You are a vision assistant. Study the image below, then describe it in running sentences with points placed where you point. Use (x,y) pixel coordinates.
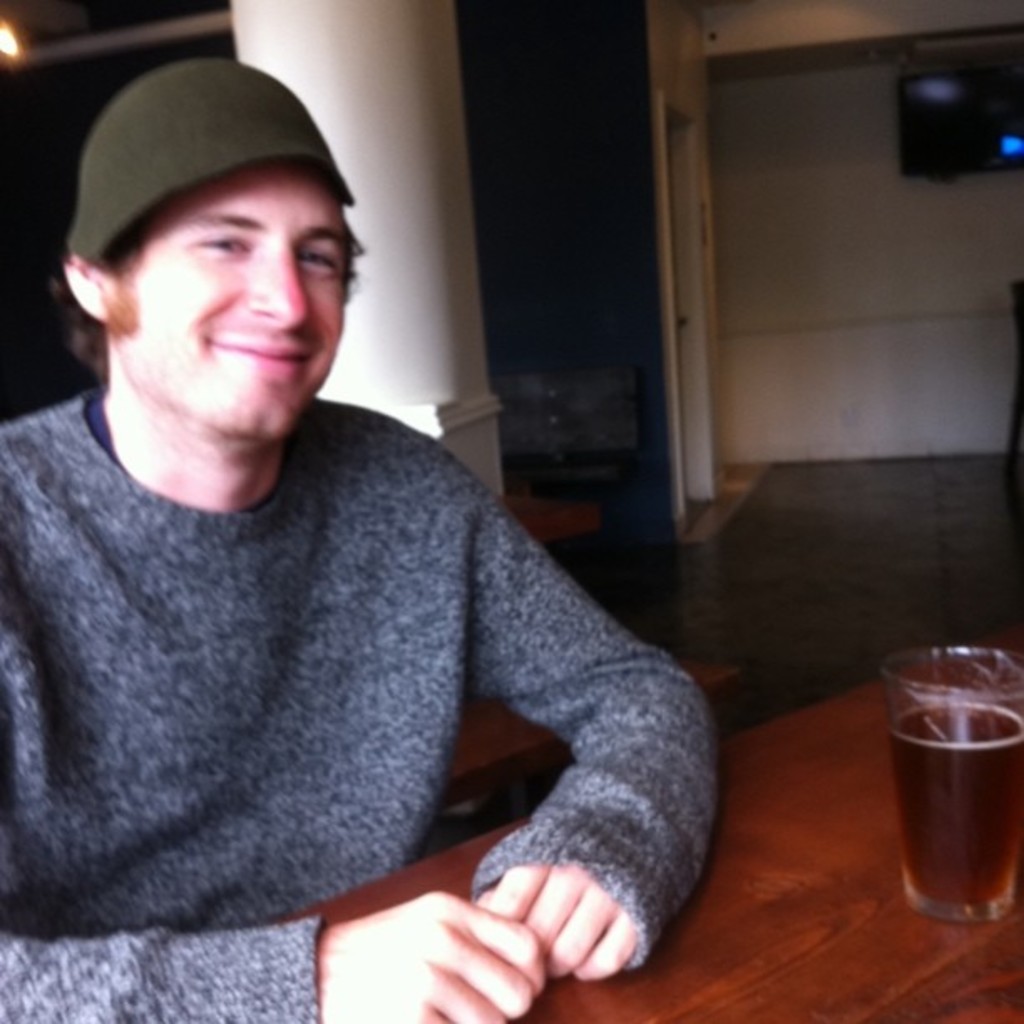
In this picture there is a boy (225,117) who is smiling at the left side of the image (114,178) and there is a cool drink glass (1022,690) at the right side of the image (1001,833), the boy (289,126) is resting his hands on the table (742,861), there is a television (943,90) at the right side of the image (956,97) and there is a door (696,388) at the right side of the image (703,309).
